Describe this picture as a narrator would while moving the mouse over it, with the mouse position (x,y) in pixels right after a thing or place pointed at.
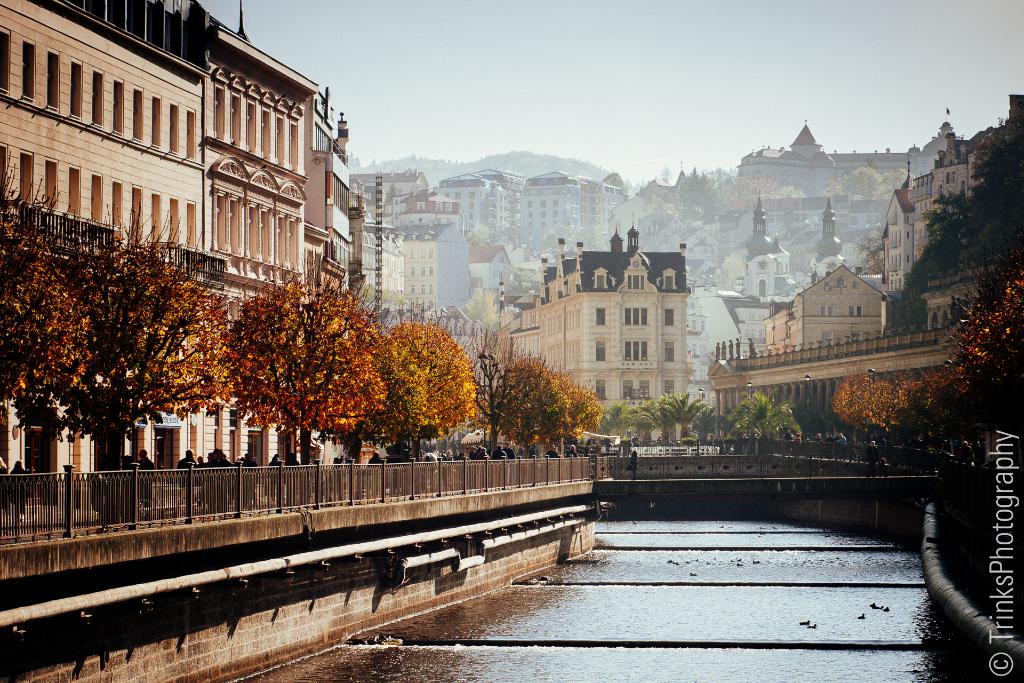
In this picture, on the right side (813,358), we can see some buildings (862,325), windows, trees (856,422), plants (1019,287). On the left side (329,496), we can also see a bridge (241,499) and group of people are walking on the bridge (129,486), trees (171,318), plants (340,317), buildings (316,258). In the background (683,315), there are some buildings (692,310), windows (667,387), trees (729,417) and a bridge (706,460). On the top (573,37) there is a sky (646,80).
